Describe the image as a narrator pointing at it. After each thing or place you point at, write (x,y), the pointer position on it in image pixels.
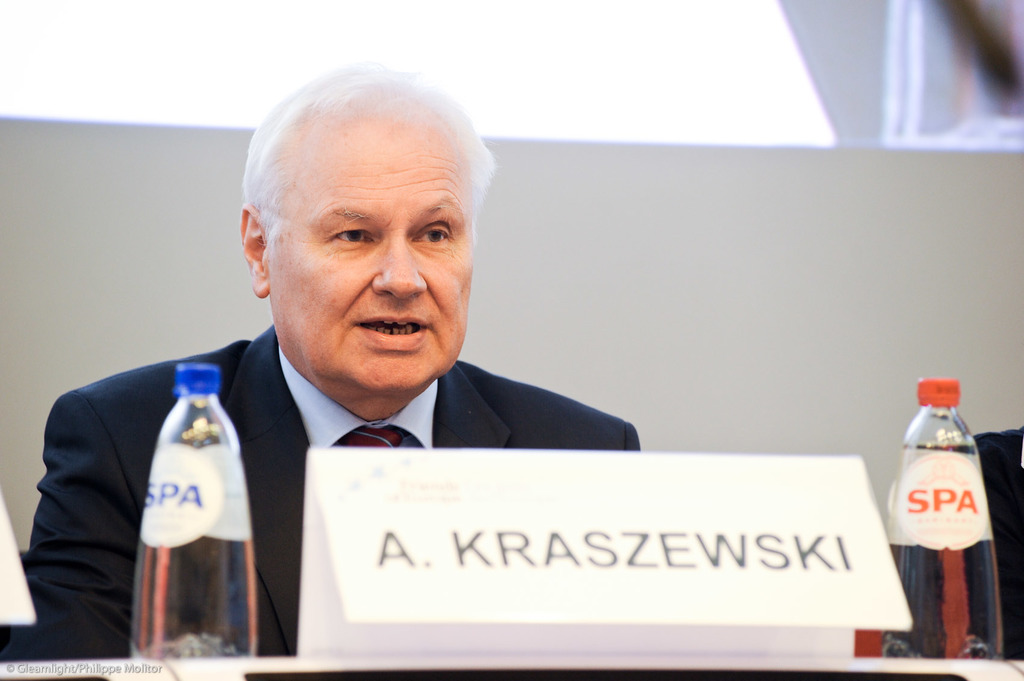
In this picture we can see one person (273,358) is sitting and talking something in front of the person (273,392) we can see the table (291,666) and two bottles (902,566) and one name board (580,550).
